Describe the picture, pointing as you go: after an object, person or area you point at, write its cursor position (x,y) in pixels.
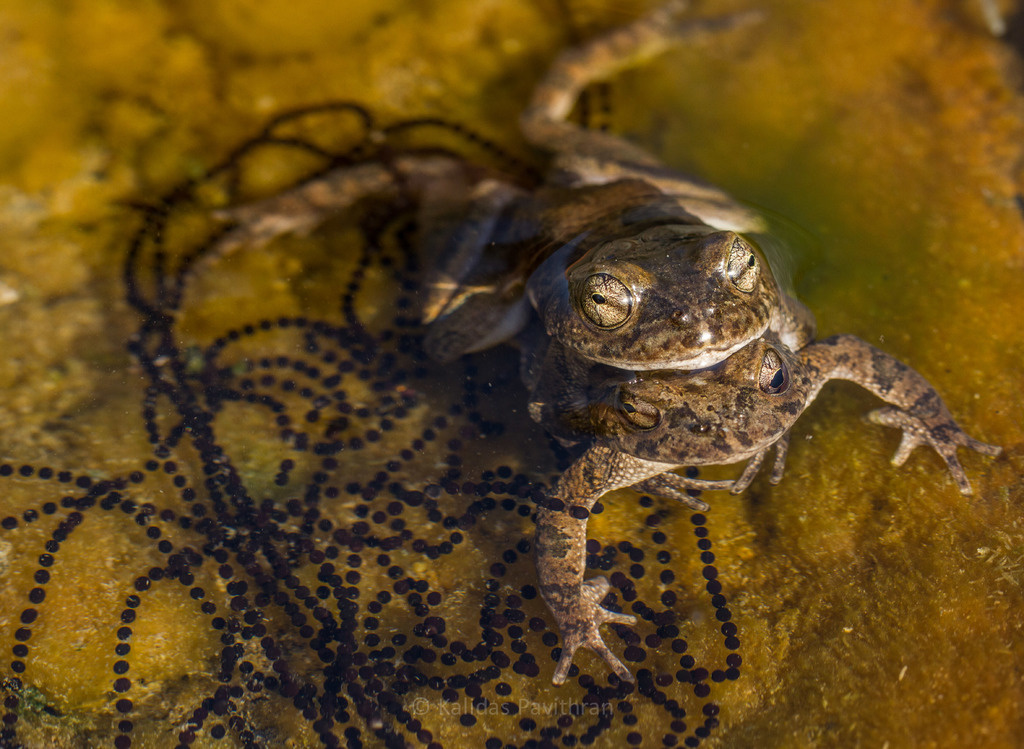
In the image in the center (359,297), we can see water (845,213). In the water (843,218), we can see two frogs (696,275), which are in brown color.
